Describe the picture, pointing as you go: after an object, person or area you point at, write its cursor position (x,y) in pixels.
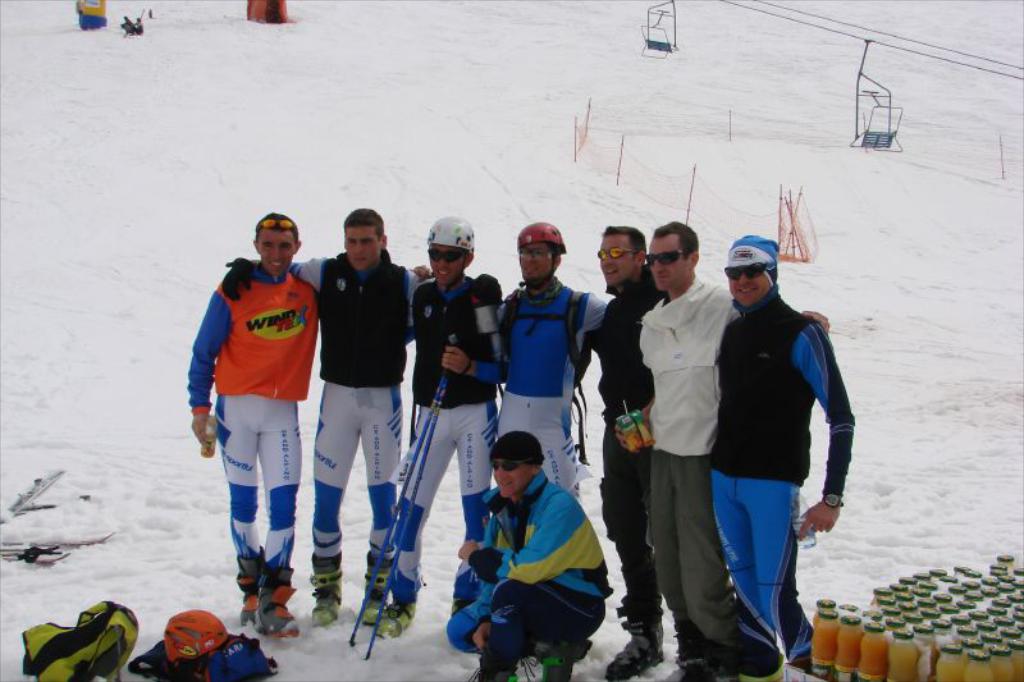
In this image I can see people (466,419) are standing. In the background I can see a fence (686,207), bottles (997,650), bags (79,648) and other objects (178,622).
